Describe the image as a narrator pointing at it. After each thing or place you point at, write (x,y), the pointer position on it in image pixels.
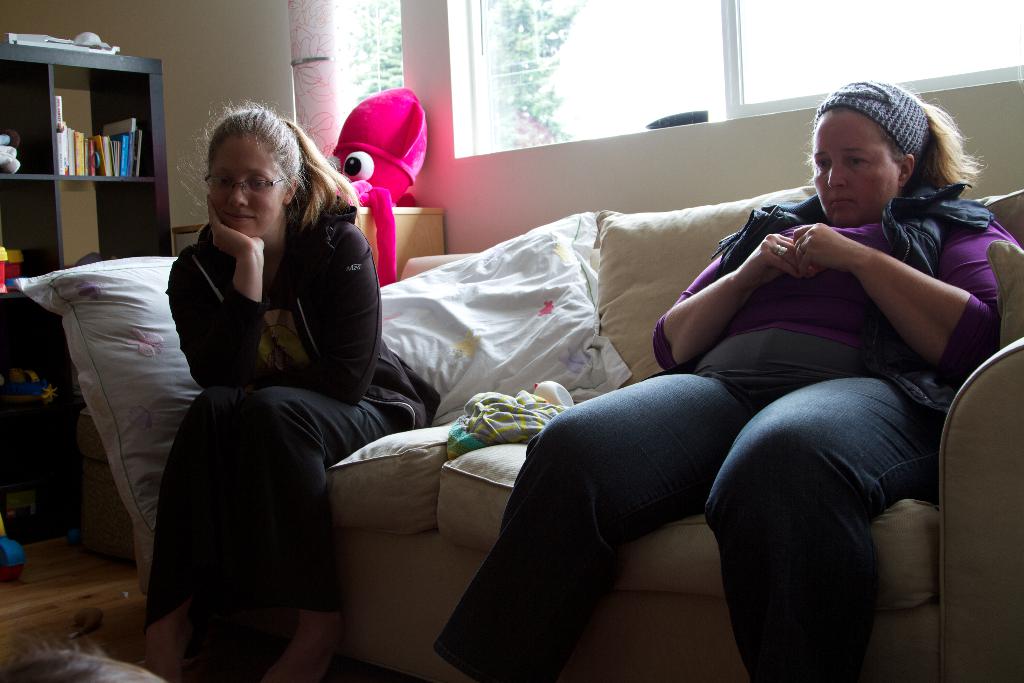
It is a closed room (700,254) where two women (564,433) are sitting on the sofa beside them there is one shelf (80,69) with books (103,162) and dolls (29,374) in it, behind them there is one table (401,237) and one soft toy (393,135) is present on the table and there is one big window (644,95) and outside the building (513,210) there are trees (537,97).
